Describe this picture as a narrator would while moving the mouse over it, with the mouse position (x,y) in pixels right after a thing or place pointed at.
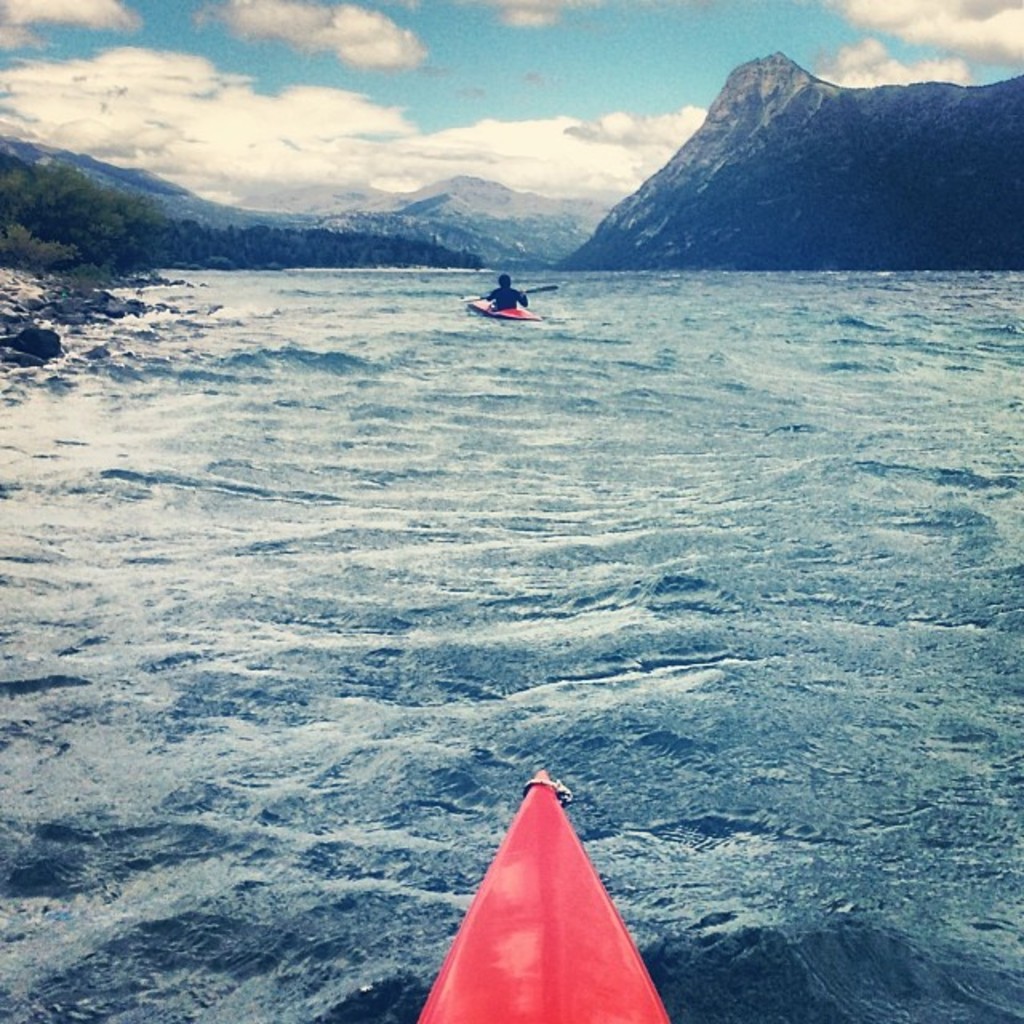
In this picture there is a man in the boat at the top side of the image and there are trees (390,253) on the left side of the image (9,227) and there is water (318,308) in the center of the image (471,347).
